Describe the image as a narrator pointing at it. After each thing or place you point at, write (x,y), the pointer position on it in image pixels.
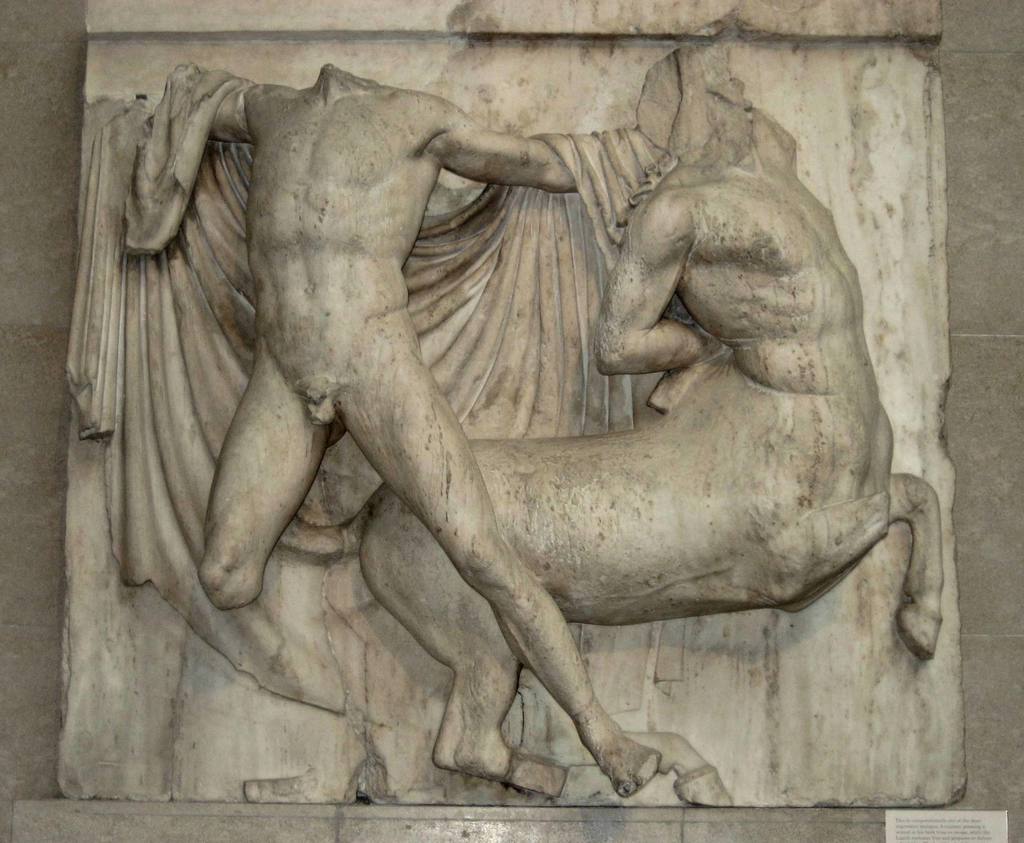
In this image there are sculptures (343,290) on the wall (985,13). At the bottom of the image (943,823) there is some text (997,827).
